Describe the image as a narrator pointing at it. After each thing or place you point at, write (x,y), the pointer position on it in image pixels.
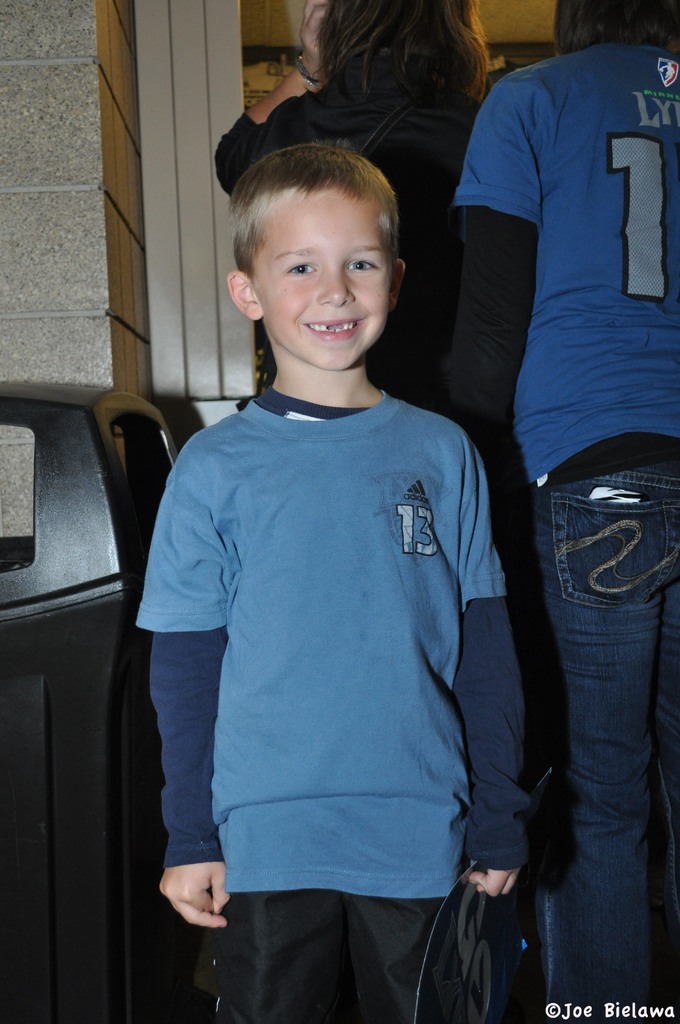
In the center of the image (289,551) there is a boy (294,603) smiling, standing and holding the board (478,924). In the background (455,63) we can also see two persons (486,103) standing. On the left (78,441) there is a black color trash bin (102,531) and on the right (551,1009) there is a logo (635,1014).
